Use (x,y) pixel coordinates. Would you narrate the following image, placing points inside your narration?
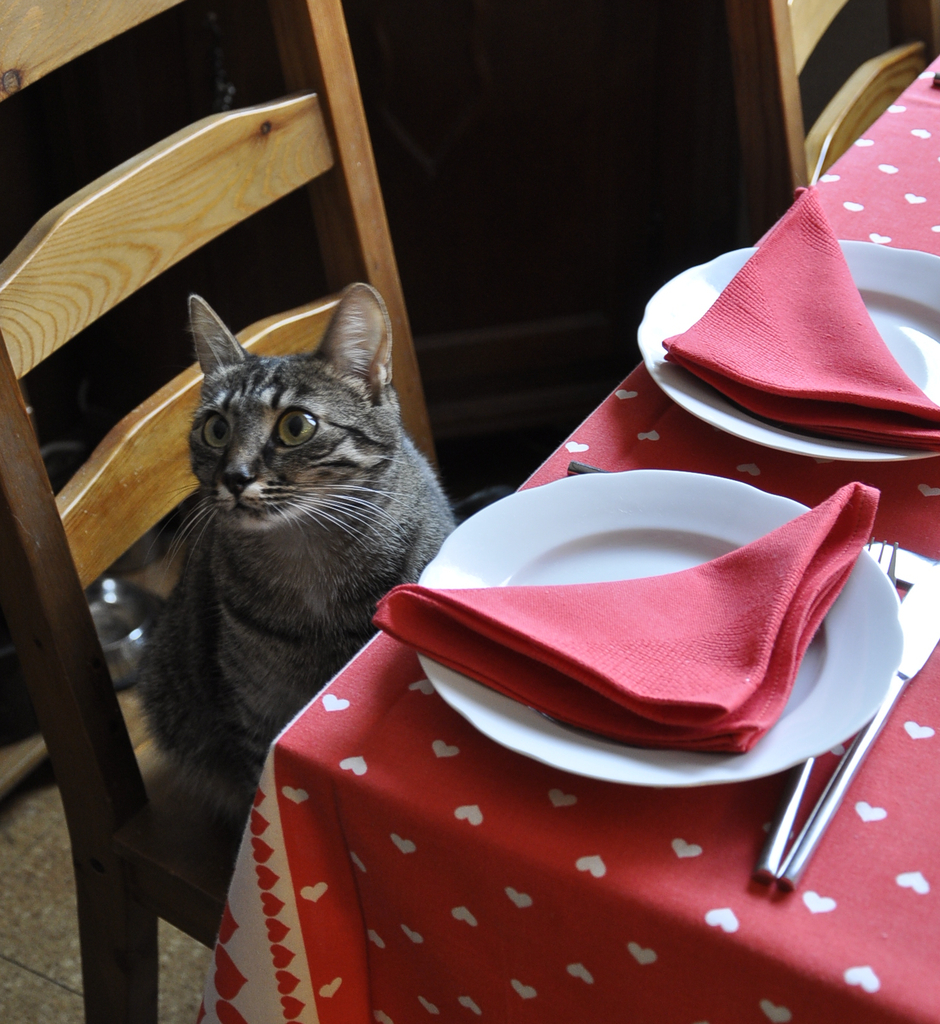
On the left (266,679) there is a cat (303,493) sitting on the chair (165,496) to the table (591,843). On the table (539,840) there is a fork (782,827), knife (822,832), plate (852,593) and cloth (582,634) on it.
